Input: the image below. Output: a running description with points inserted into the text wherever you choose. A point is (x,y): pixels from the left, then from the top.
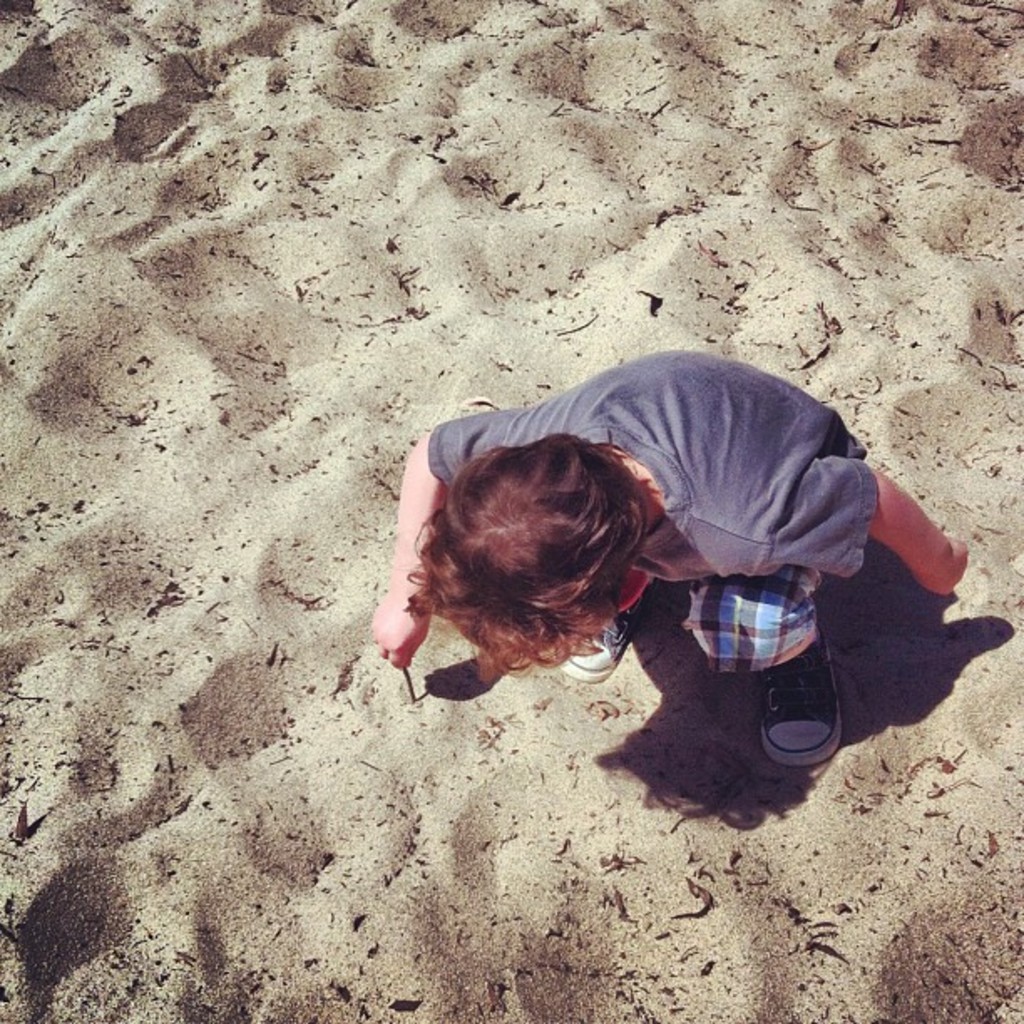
In this image we can see a boy (497,476) and sand (241,747). The boy (519,477) is wearing a T-shirt (710,486), pant (791,652), shoes (791,695) and holding wooden stick (405,679) in his hand (405,630).
